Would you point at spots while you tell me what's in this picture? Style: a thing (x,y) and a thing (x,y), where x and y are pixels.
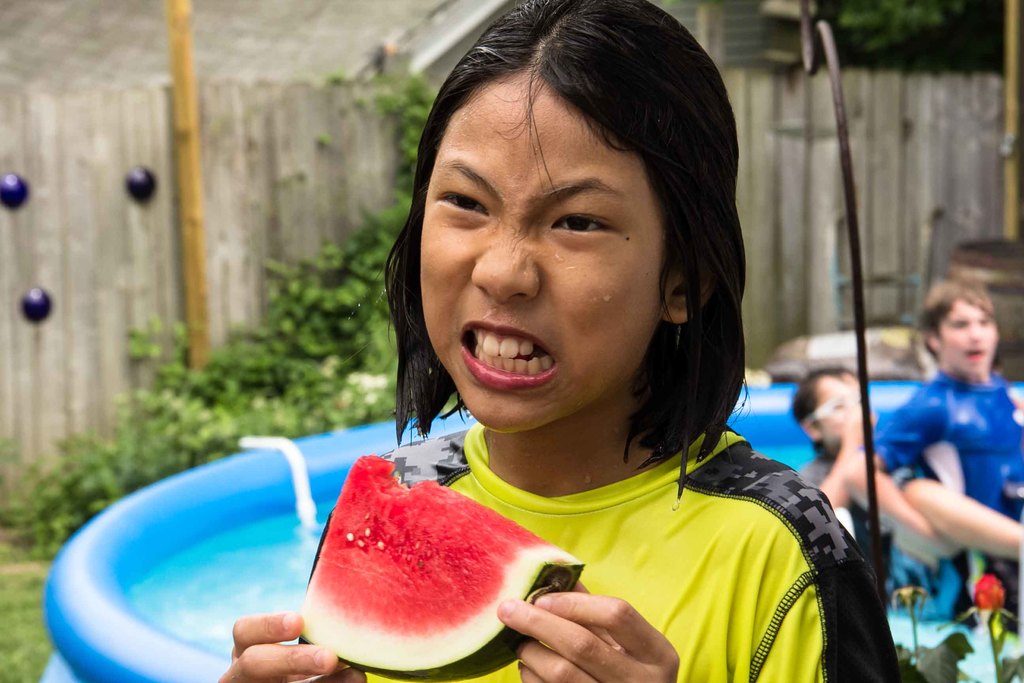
In this image we can see a boy (562,434). He is wearing a T-shirt (679,469) and holding watermelon (452,551) in his hand (526,616). In the background (188,509), we can see plants (49,533), wooden fence (176,229), inflatable object (107,626), people (893,422), plants (1000,632), metal object (840,108) and a house (352,63).
